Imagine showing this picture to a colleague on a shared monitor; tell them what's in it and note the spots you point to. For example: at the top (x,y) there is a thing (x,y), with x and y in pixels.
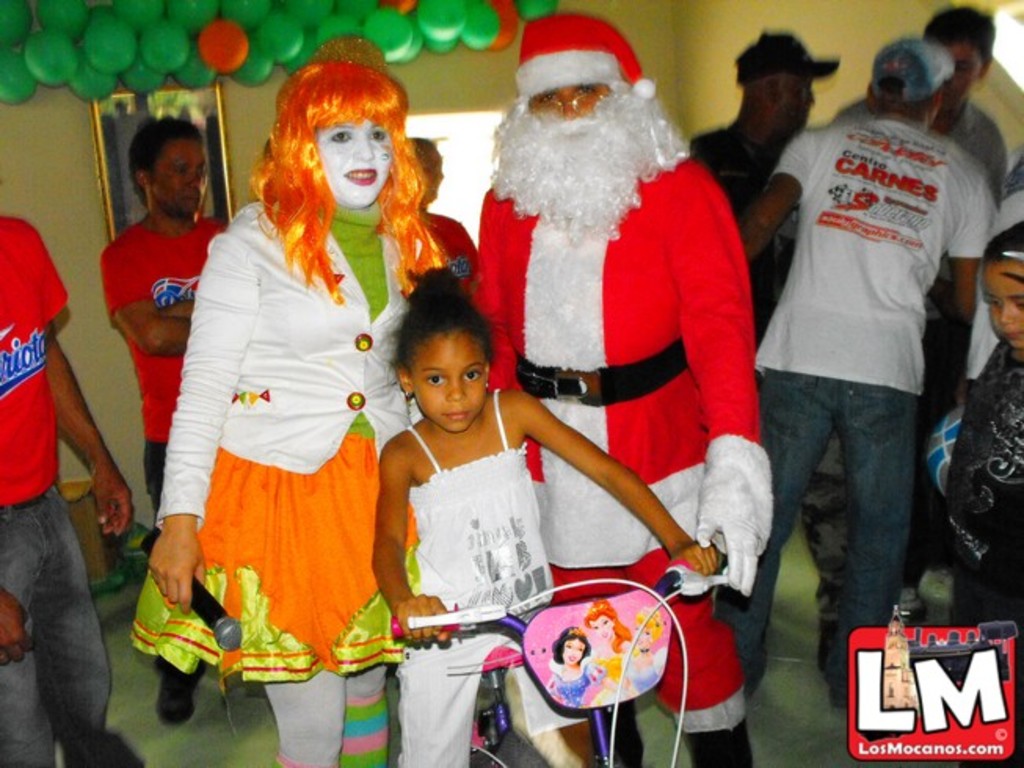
In the image we can see there are many people (786,284) standing, wearing clothes (315,518), shoes (169,685) and some of them are wearing a cap (891,62). This is a Santa costume (599,353), bicycle (582,623), balloons (159,42), frame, microphone (223,638), floor (212,723), wall (25,182) and a watermark (870,712).
